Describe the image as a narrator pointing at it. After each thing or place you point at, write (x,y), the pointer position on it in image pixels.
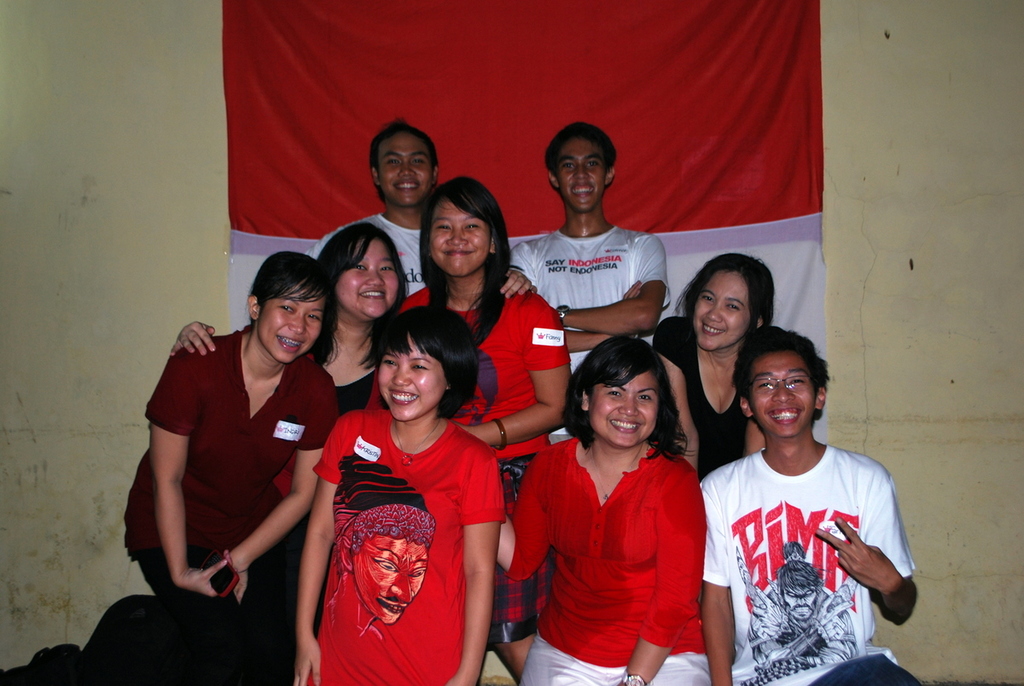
In this picture we can see a group of people (147,492) smiling and a woman (271,398) holding a mobile (210,562) with her hands (200,579) and some objects (119,652) and at the back of them we can see a cloth (457,81) on the wall (974,182).
